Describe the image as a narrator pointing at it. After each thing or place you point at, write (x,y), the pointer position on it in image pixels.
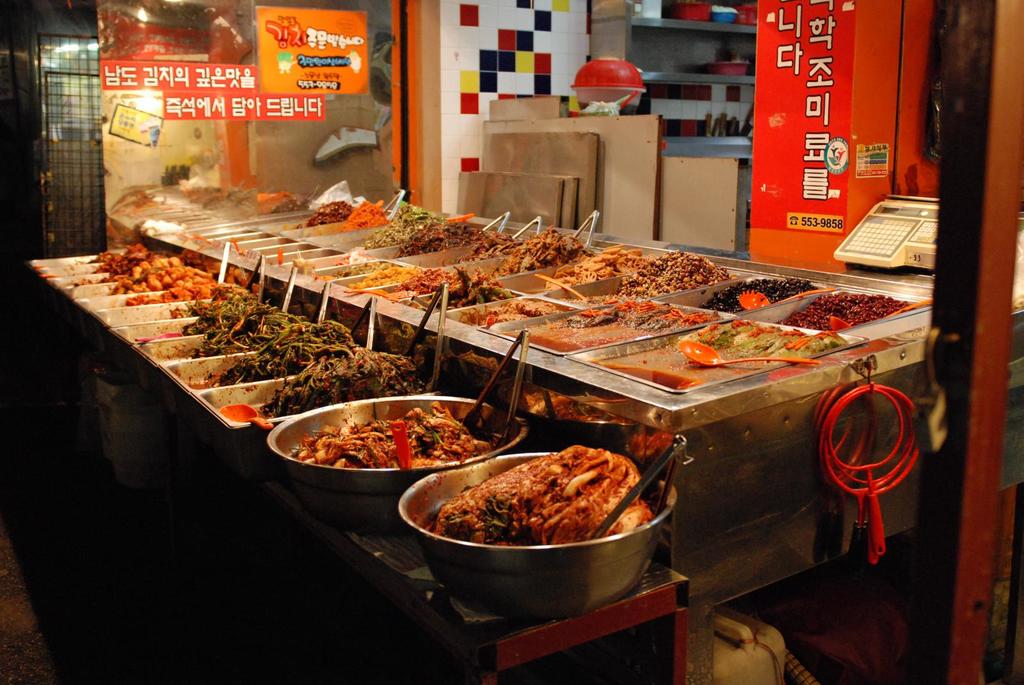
In this picture I can see few bowls (253,233) with serving spoons (387,293) and we see food (372,351) in the bowls (639,281) and a weighing machine (895,247) and few posters (298,116) with some text (811,137) and I can see a store (742,108) and few wooden planks (621,198).
